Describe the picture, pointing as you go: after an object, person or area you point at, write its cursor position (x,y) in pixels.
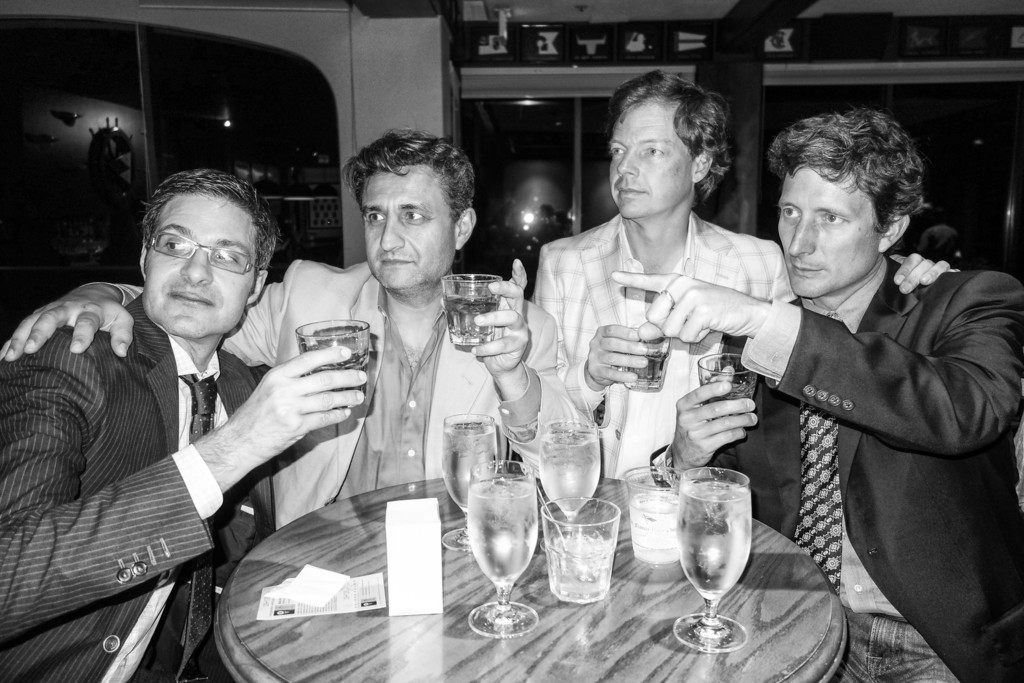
There are four persons (720,338) holding a glass (320,336) in their hands (508,370) and there is a table (637,572) in front of them which has glasses (636,501) on it.
